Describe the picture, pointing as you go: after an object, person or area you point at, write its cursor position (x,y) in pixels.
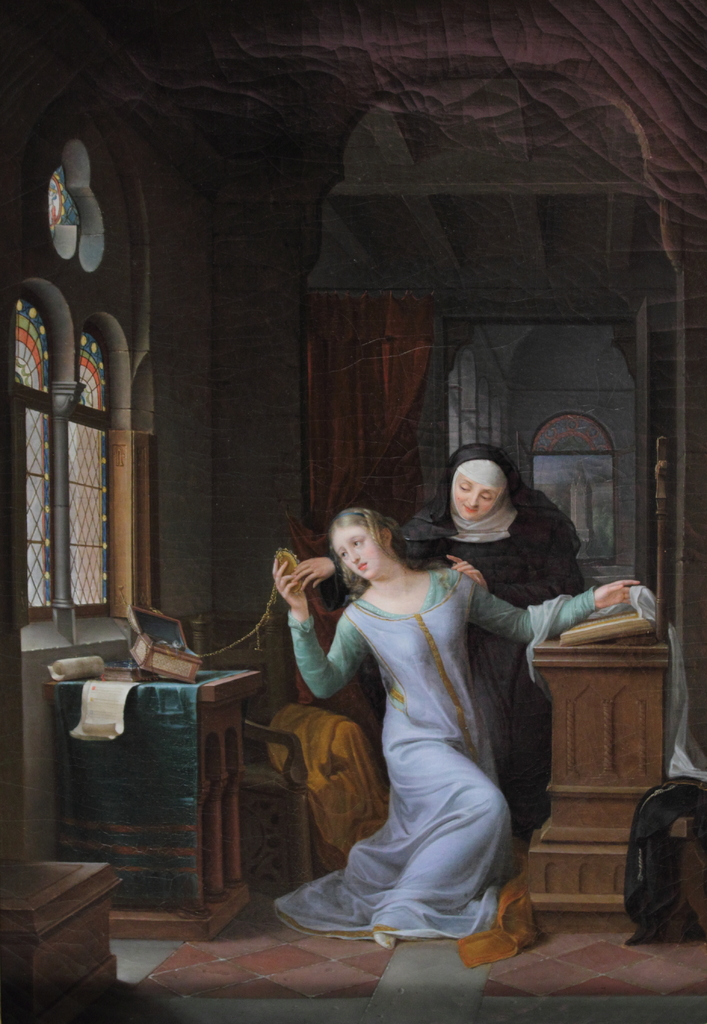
In this image at the center (405,679) there are two persons (406,632). Beside them there is a bag (656,833). Behind them there is a table (633,689). At the left side of the image (123,472) there is a window (108,492). Beside the window (114,508) there is a table (161,758) and on top of it there are some objects (132,660). At the back side (287,198) there is a wall (308,191).
